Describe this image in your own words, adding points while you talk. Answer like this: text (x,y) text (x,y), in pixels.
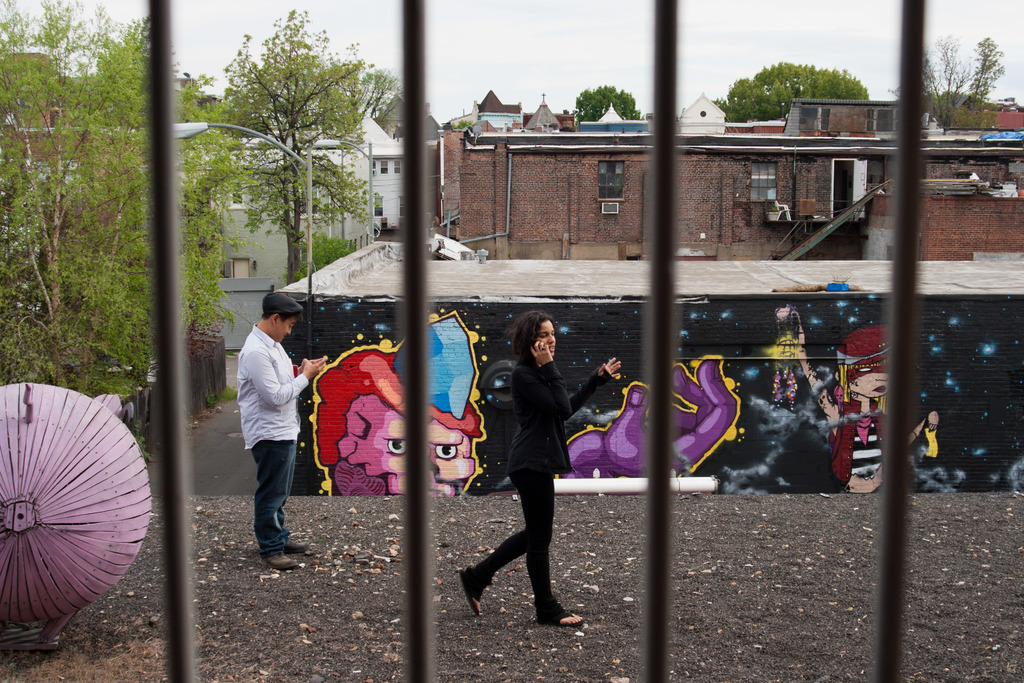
In front of the image there are metal rods (155,253). There are two people (521,353) holding the mobiles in their hands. Behind them there is a painting (305,476) on the wall (468,423). On the left side of the image (28,399) there is some metal object (131,455). In the background of the image (100,81) there are buildings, trees (257,91), lamp posts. At the top of the image (498,40) there is sky (494,41).
